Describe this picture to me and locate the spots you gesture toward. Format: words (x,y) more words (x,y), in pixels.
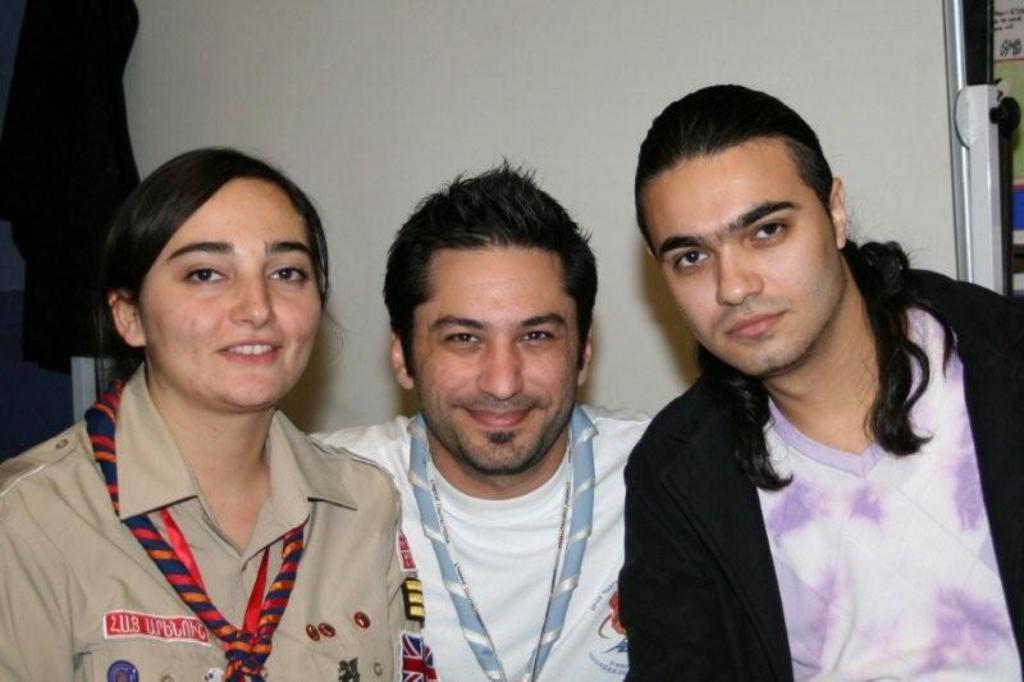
In this image we can see few people (716,532). There are few objects (995,105) behind the people (751,607).
